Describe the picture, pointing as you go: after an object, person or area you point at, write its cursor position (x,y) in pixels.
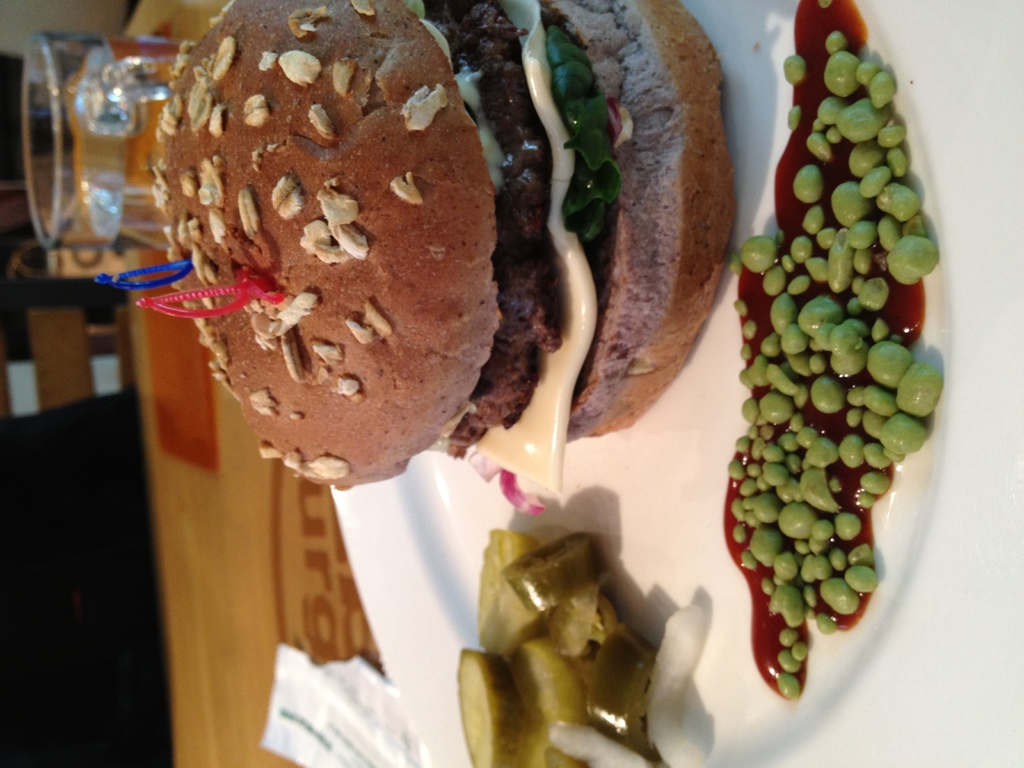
In this image I can see a burger (419,335) and other food items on a white color plate (571,494). Here I can see some other objects (57,129) on a wooden table (192,480).
